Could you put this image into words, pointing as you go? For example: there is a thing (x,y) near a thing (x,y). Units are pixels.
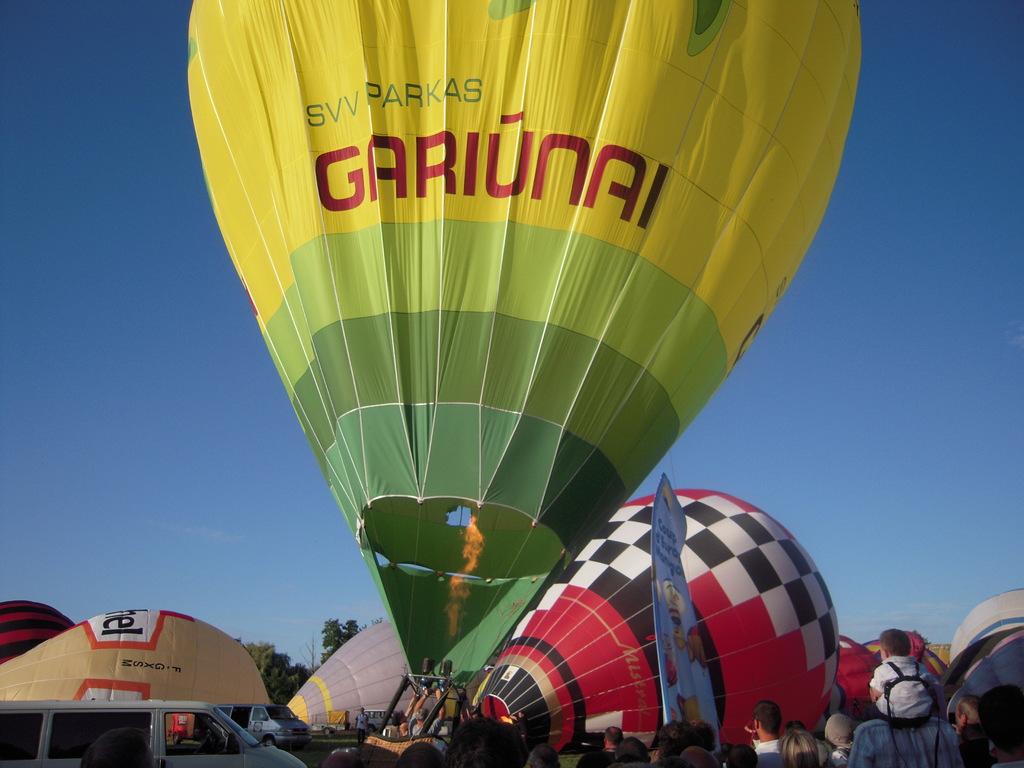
In this image we can see few hot air balloons (619,419), there are few people (550,755) and a banner (669,582) near the hot air balloons (728,660), there are vehicles (234,718) on the ground (323,744) and in the background (311,673) there are trees (258,659) and the sky (146,404).
